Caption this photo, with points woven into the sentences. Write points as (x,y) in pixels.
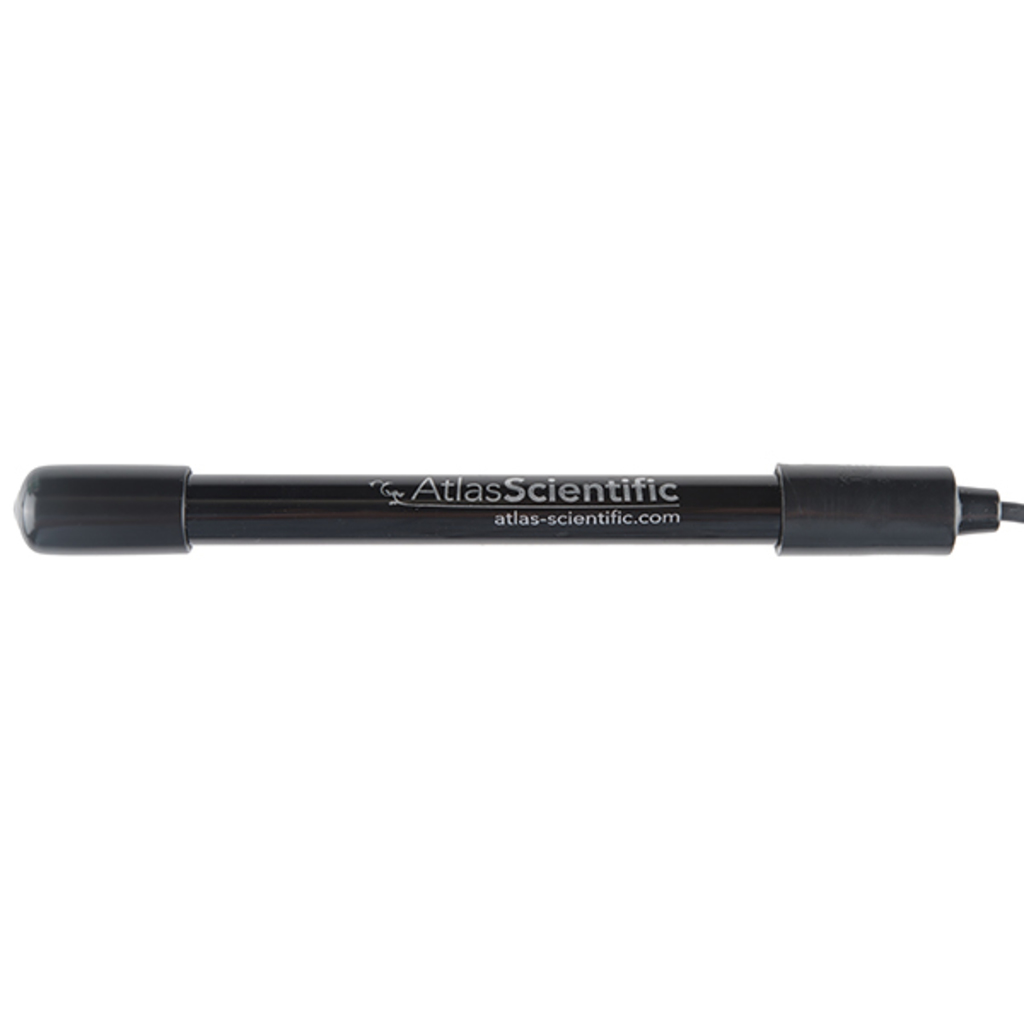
In this picture we can see a black object (369,496) and on the object (447,515), it is written something. Behind the black object (265,499), there is white background (52,350).
